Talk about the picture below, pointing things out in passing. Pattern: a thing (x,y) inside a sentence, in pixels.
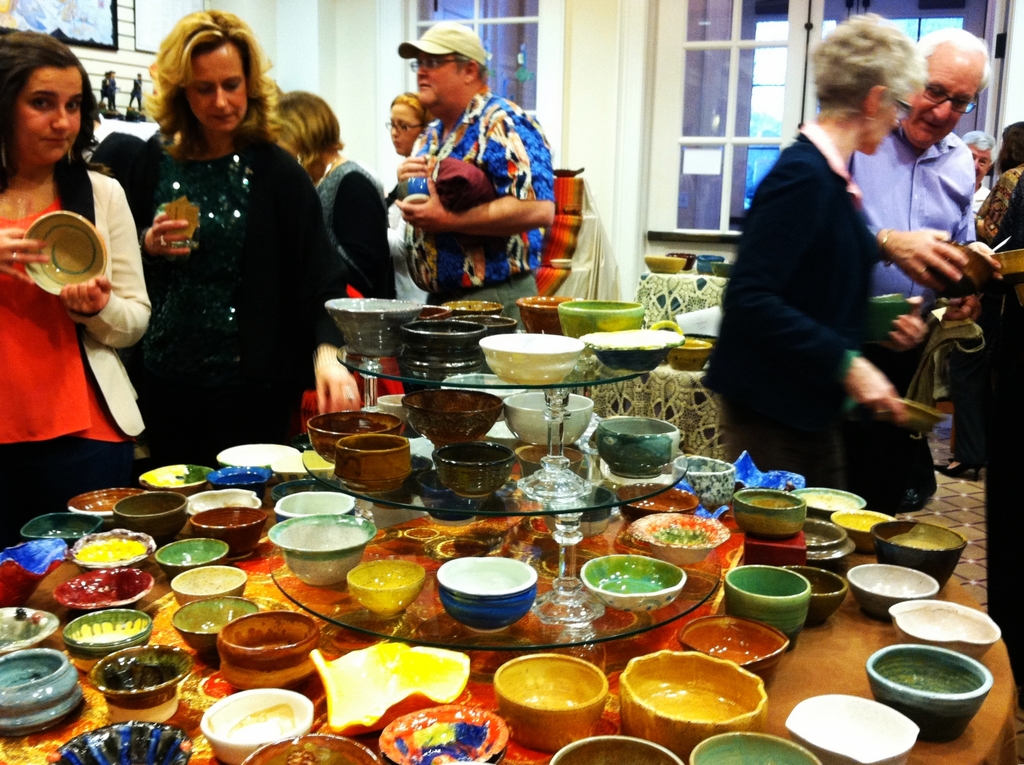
In the picture we can see a table (995,727) on it we can see full of different colors of bowls (422,328) and around the table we can see some people (91,389) are standing and looking at them and behind the table (988,664) we can see another table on it also we can see some bowls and some persons (513,295) behind it and in the background (589,91) we can see a wall (615,114) with windows (689,204) and glasses (705,205) to it and we can also see some photo frames (32,23).
